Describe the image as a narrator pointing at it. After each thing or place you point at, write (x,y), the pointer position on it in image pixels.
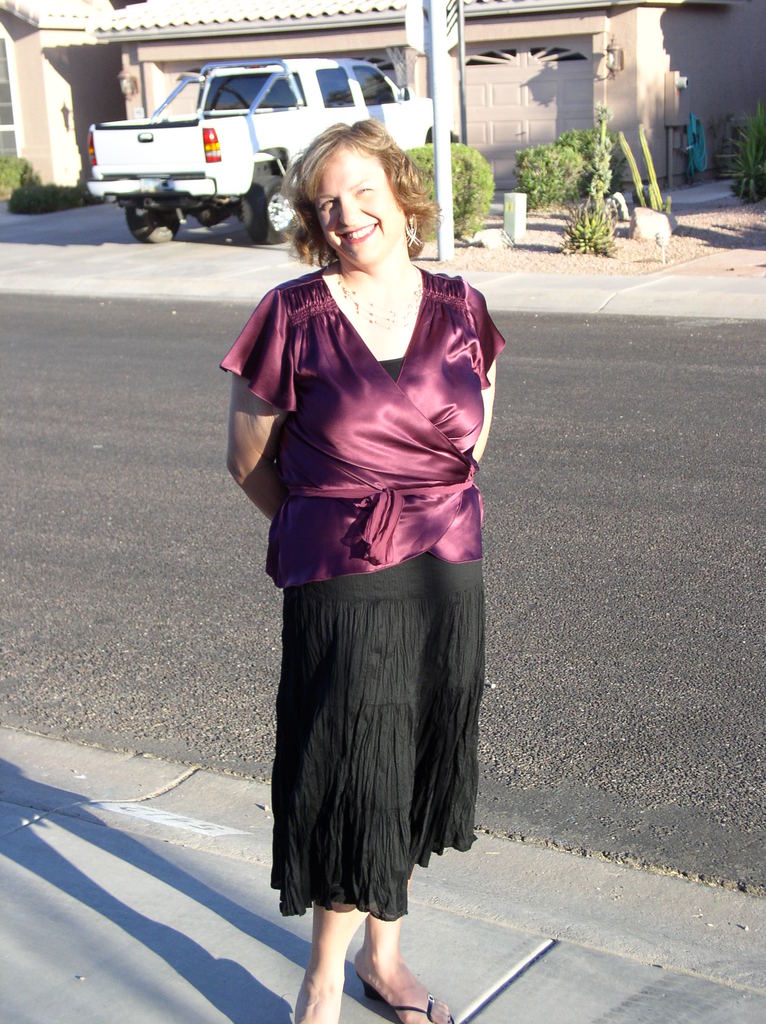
In this image, we can see a woman (355,465) is watching and smiling. She is standing on the walkway (222,959). Background (205,156) we can see the road (740,570), vehicle (170,103), house (309,27), walls (749,115), plants (633,170), poles (438,46) and few objects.
